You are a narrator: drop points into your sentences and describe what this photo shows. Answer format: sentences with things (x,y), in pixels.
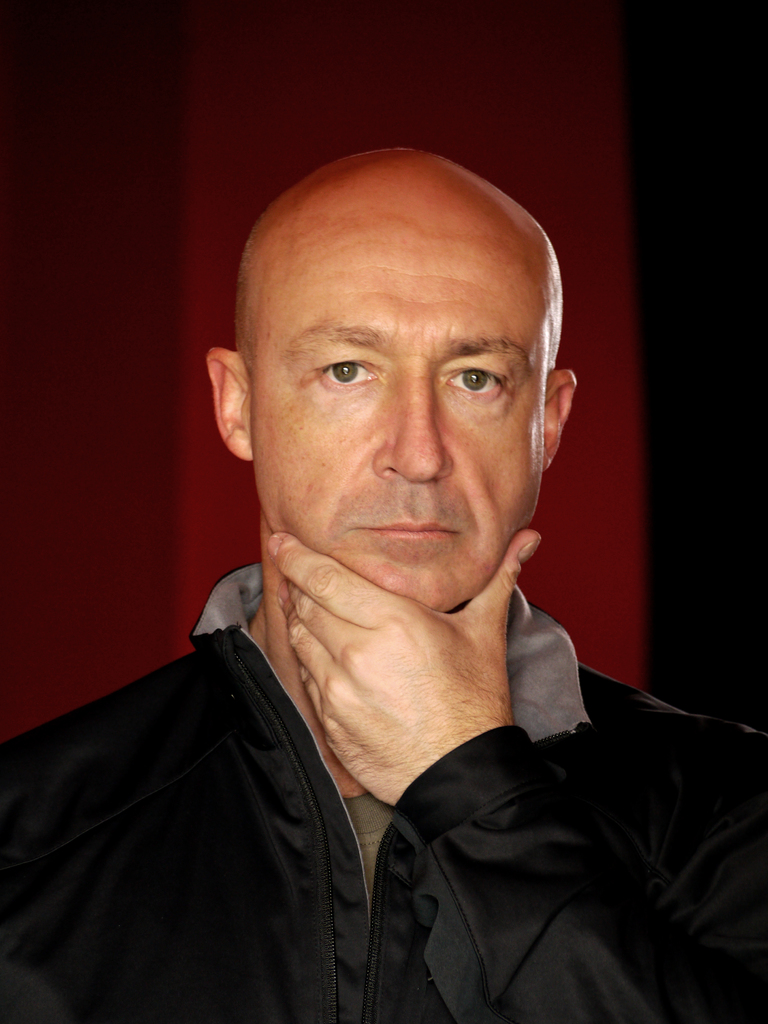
In this image, we can see a person (422,485) is watching. Background (635,582) we can see a maroon color and dark view.
